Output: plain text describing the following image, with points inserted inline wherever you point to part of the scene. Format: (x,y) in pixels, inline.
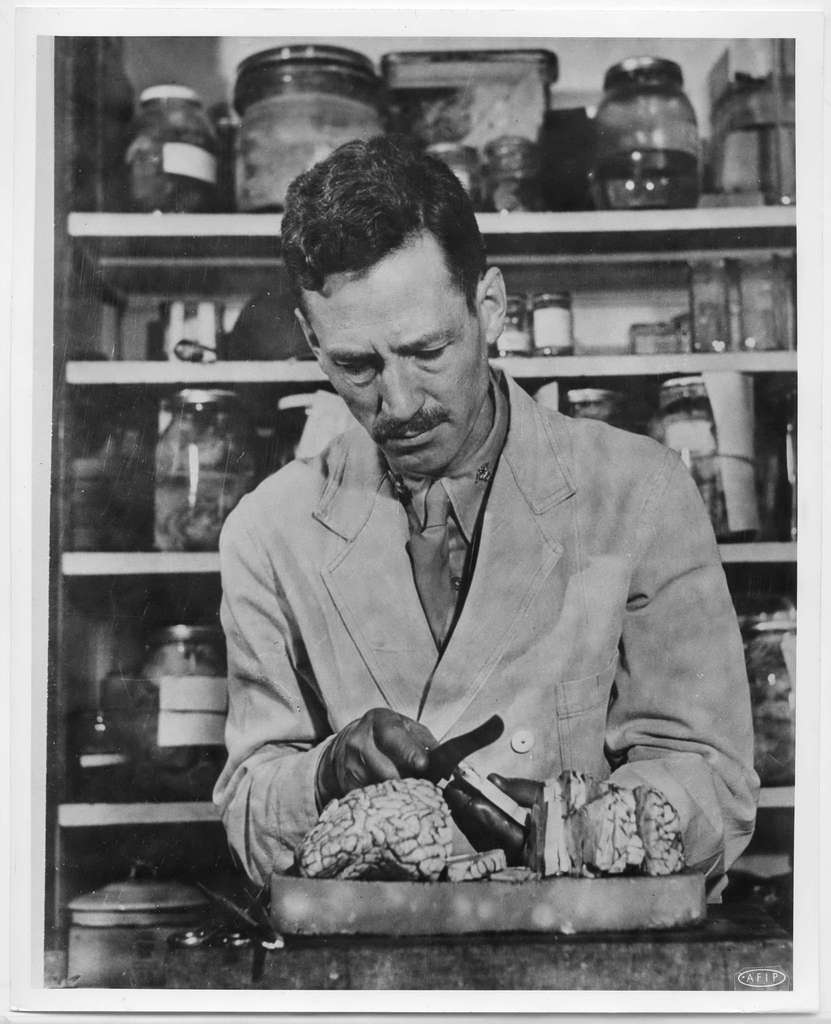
This is an image with the borders (12,29) in this image in the center (413,383) there is one person (391,492) who is holding some things (388,797), and at the bottom (523,906) there are objects (311,834) and in the background (588,314) there is a shelf (228,275). In the shelf (140,614) there are some jars (683,338) and objects (697,272).
